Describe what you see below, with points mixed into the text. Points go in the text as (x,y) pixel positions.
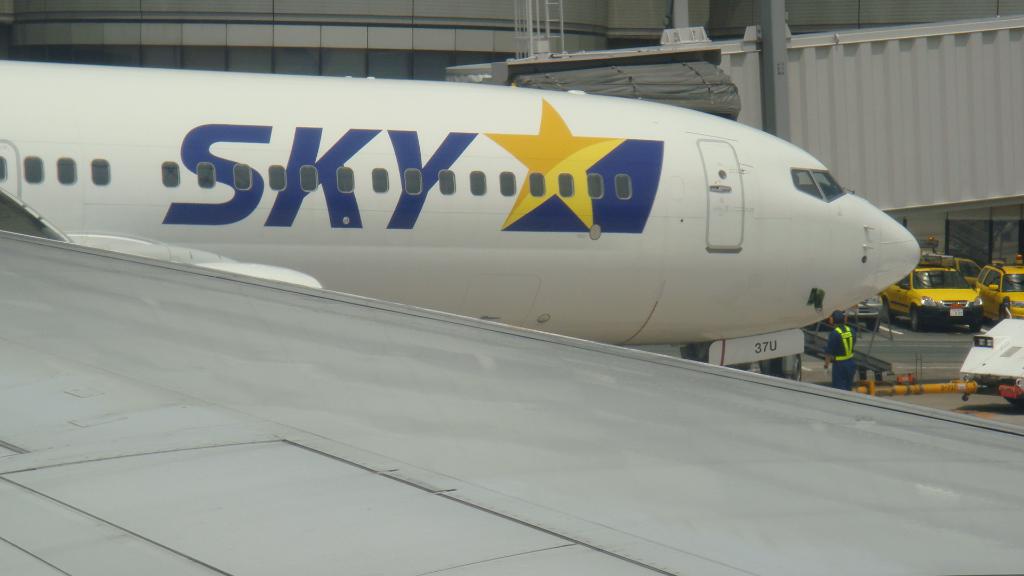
Here we can see an airplane (662,291). There are vehicles (969,356) and a person (851,367). In the background (762,34) we can see poles (782,29) and wall (919,195).
